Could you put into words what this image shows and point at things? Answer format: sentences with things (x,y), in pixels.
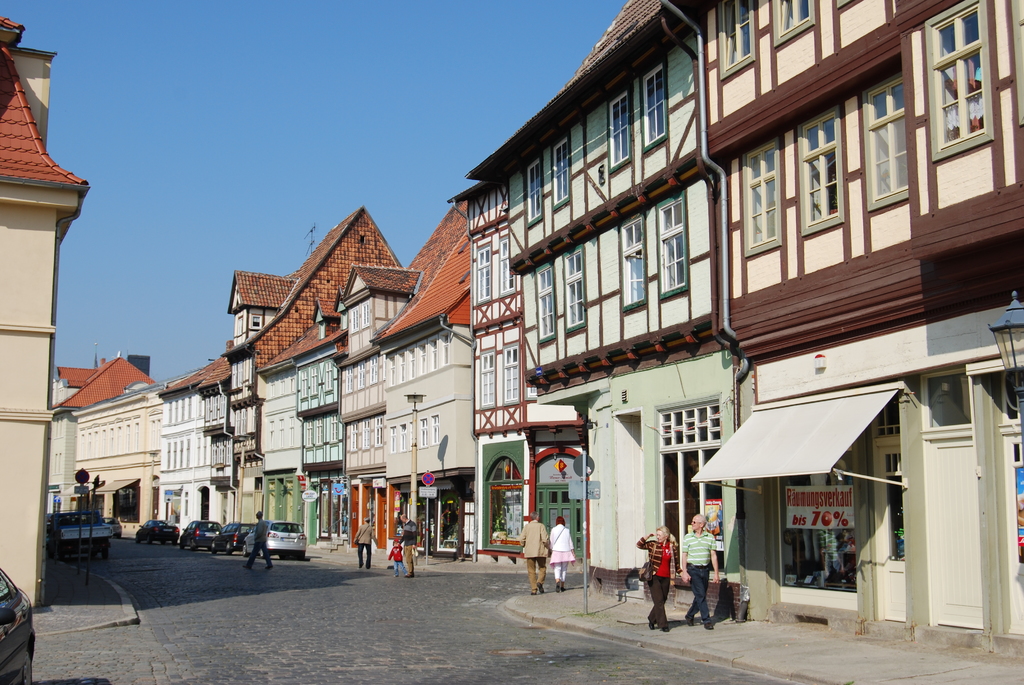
In this image we can see a few buildings (436,315), there are some vehicles (244,552), poles (585,580), boards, windows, doors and the people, in the background (425,140), we can see the sky (512,90).
